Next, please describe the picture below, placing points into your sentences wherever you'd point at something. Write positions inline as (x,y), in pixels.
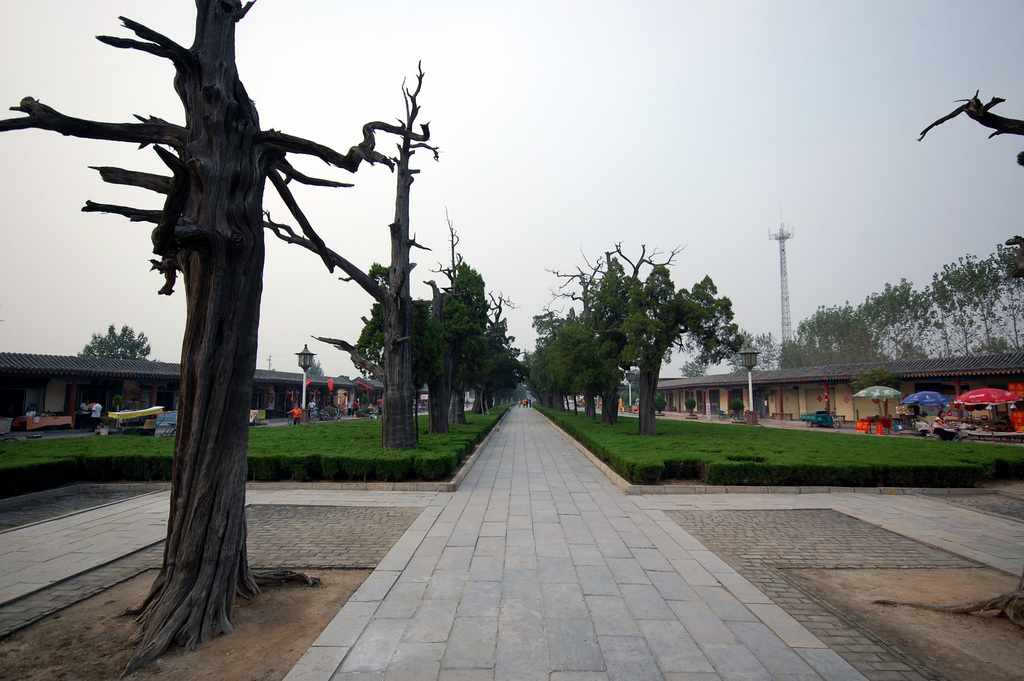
There is a path (525,446) and the trees (547,382) in the foreground (467,574), there are umbrellas (875,396), stalls (357,395), people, trees (558,388), grassland (570,415), pole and the sky (733,286) in the background (748,278).
